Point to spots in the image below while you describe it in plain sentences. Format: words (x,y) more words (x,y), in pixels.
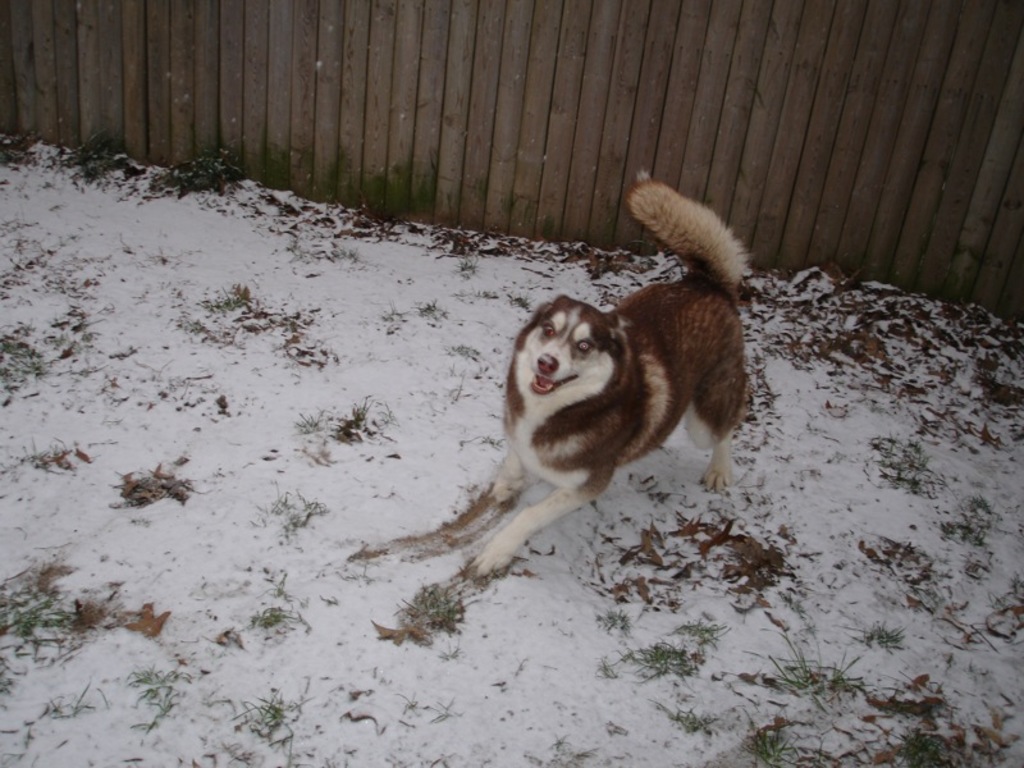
This picture is clicked outside. In the center (652,315) we can see an animal (528,512) seems to be standing on the ground (273,565) and we can see the snow (213,436) and the green grass (33,618). In the background (802,173) we can see the wooden planks (520,125) and some other objects (818,333).
